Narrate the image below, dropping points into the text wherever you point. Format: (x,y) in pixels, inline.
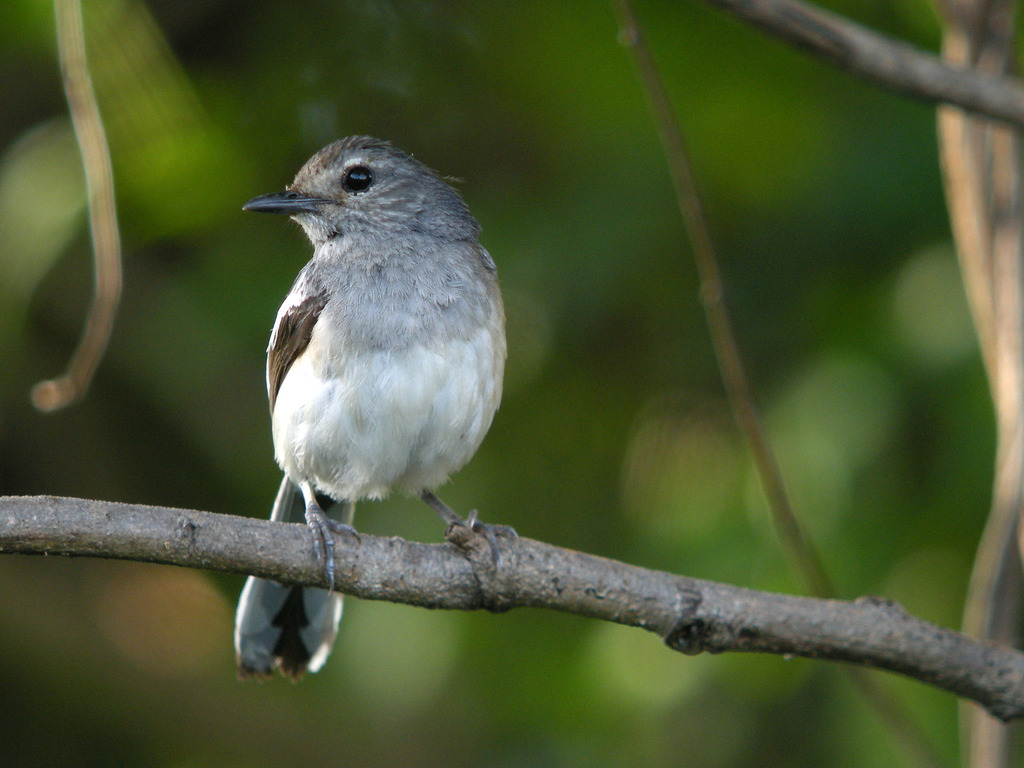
On the left side of this image (322,419) there is a bird (368,472) on a stem (430,562) and it is looking at the left side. On the right side (1002,451), I can see few stems (1001,379). The background (686,543) is blurred.
